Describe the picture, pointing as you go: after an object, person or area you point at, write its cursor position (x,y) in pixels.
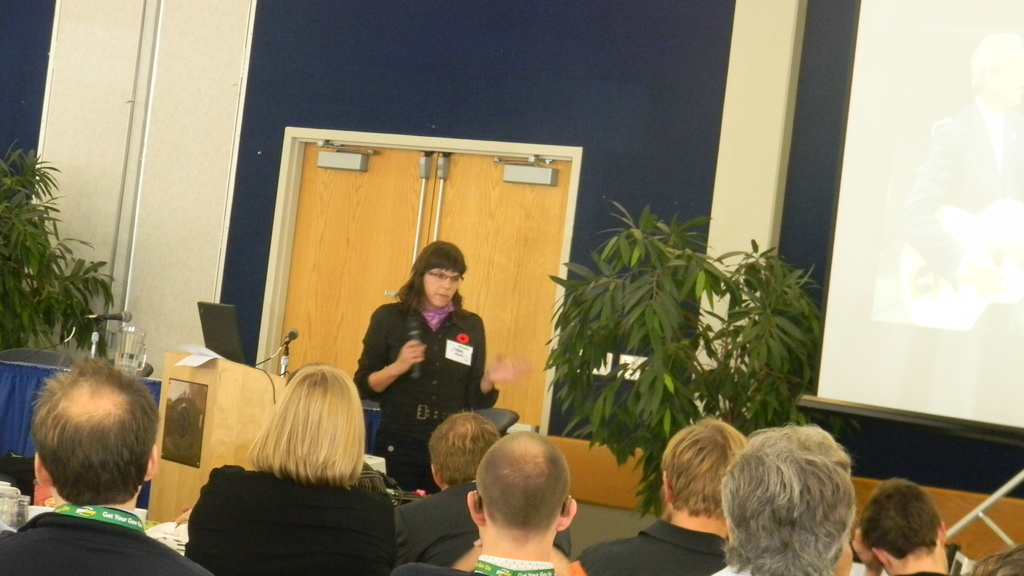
In this image we can see a woman (482,340) standing holding a mic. We can also see a speaker stand (194,402) beside her containing a laptop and some papers (203,357) on it. We can also see some chairs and a table (155,381) containing a jar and some mics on it. On the bottom of the image (444,505) we can see a group of people (501,528) sitting. On the backside (294,356) we can see some plants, a door (487,285), a wall (725,97) and a display screen (927,238).
